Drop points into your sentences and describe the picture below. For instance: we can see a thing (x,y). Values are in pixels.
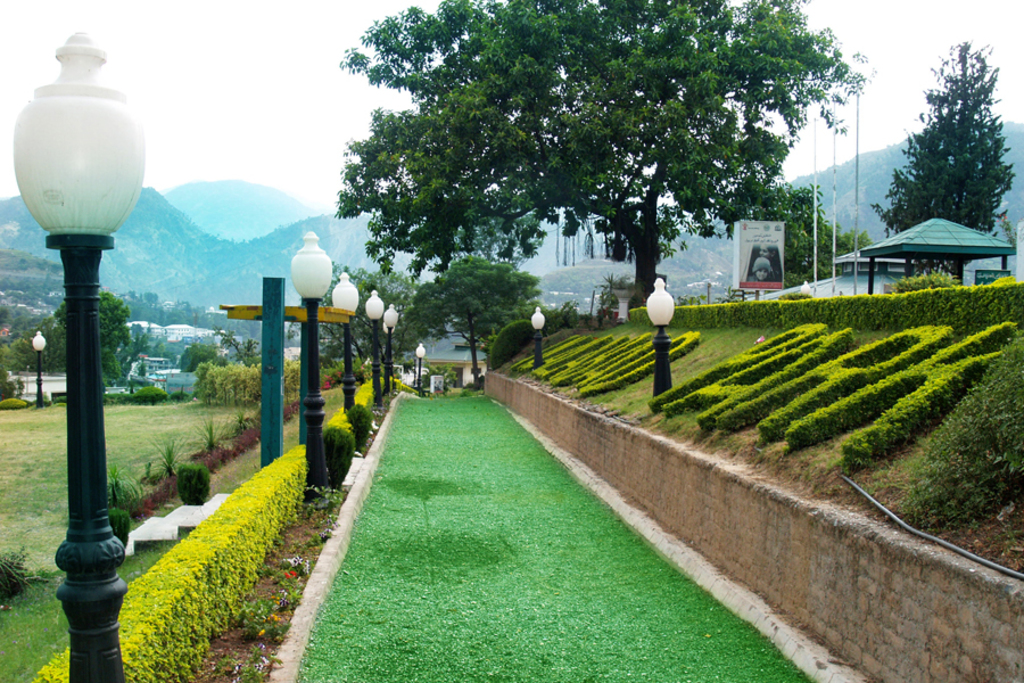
In this picture we can see a small garden (433,495) with grass (381,626). Beside there is a black and white light post (321,399). Behind there are some trees (581,211) and mountain (272,242). On the right side (977,231) we can see the green shed house (980,249) and white banner board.
